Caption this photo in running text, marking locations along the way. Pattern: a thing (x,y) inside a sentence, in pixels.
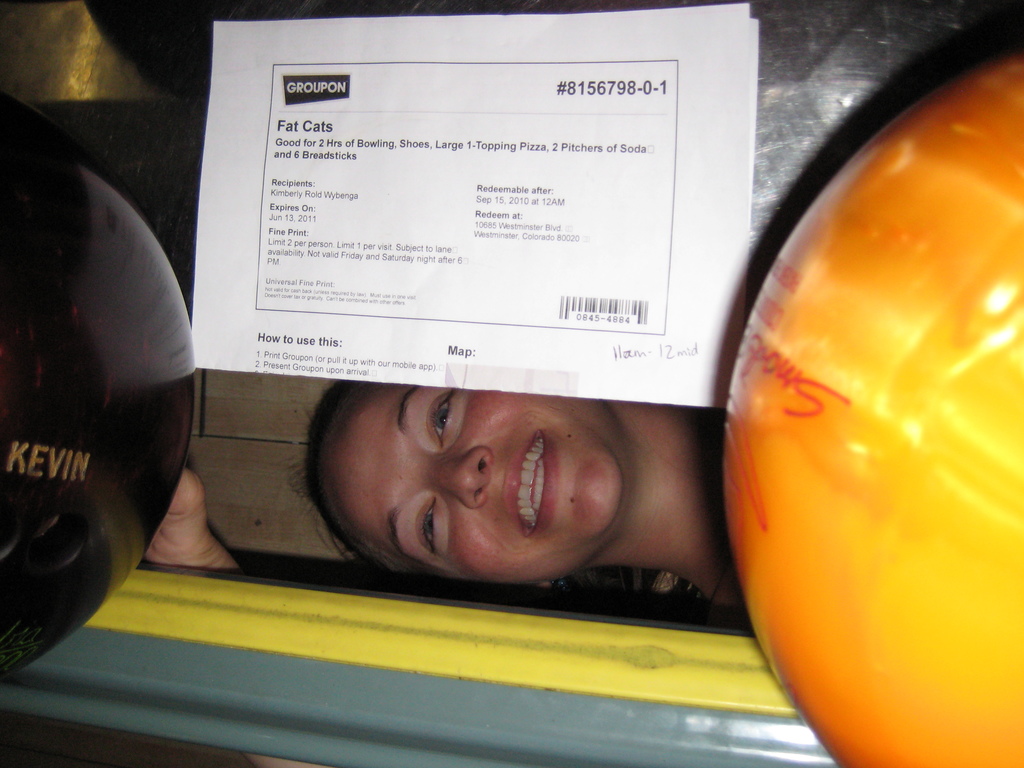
In this image there are two bowling balls (17,268), and in the background (360,293) there is a paper stick (383,273) to the glass (623,4), a person (475,469) smiling.
